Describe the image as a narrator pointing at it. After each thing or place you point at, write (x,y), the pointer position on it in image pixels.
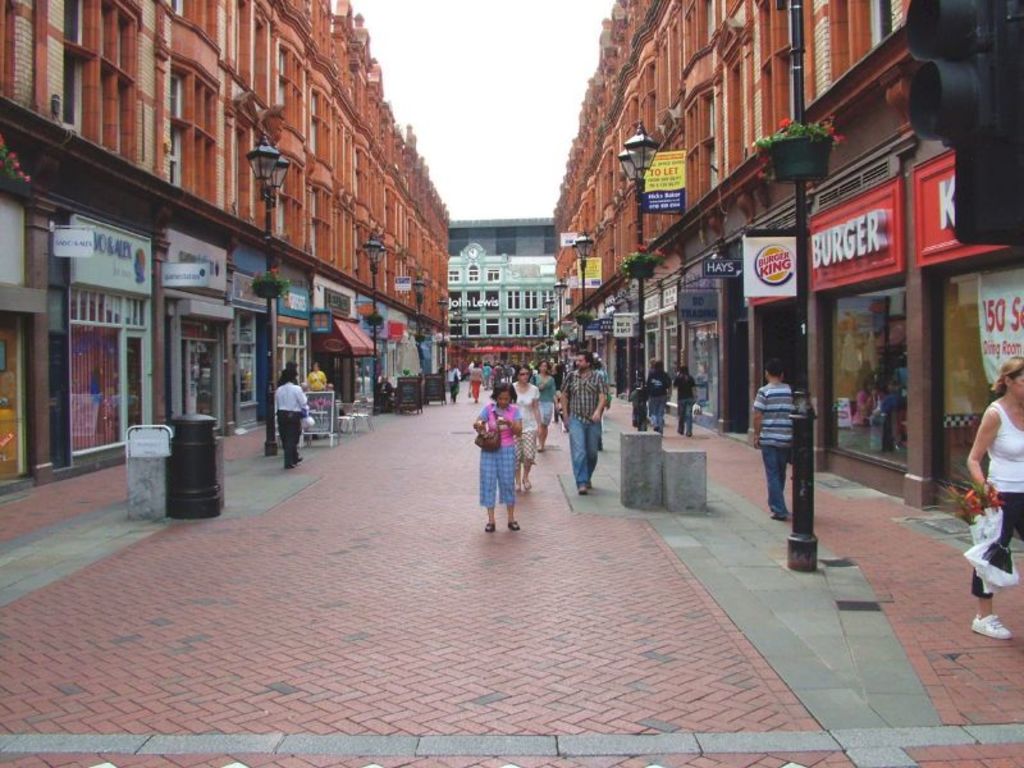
In the center of the image (476,391) we can see some people (521,451) are walking on the pavement (881,527) and a lady (508,404) is carrying a bag (490,448). In the background of the image (31,1) we can see the buildings (455,292), windows (855,313), poles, lights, boards (935,229) and some people (610,400) are walking and some of them are standing. At the bottom of the image (488,671) we can see the pavement (869,709). At the top of the image (405,80) we can see the sky (441,82).
